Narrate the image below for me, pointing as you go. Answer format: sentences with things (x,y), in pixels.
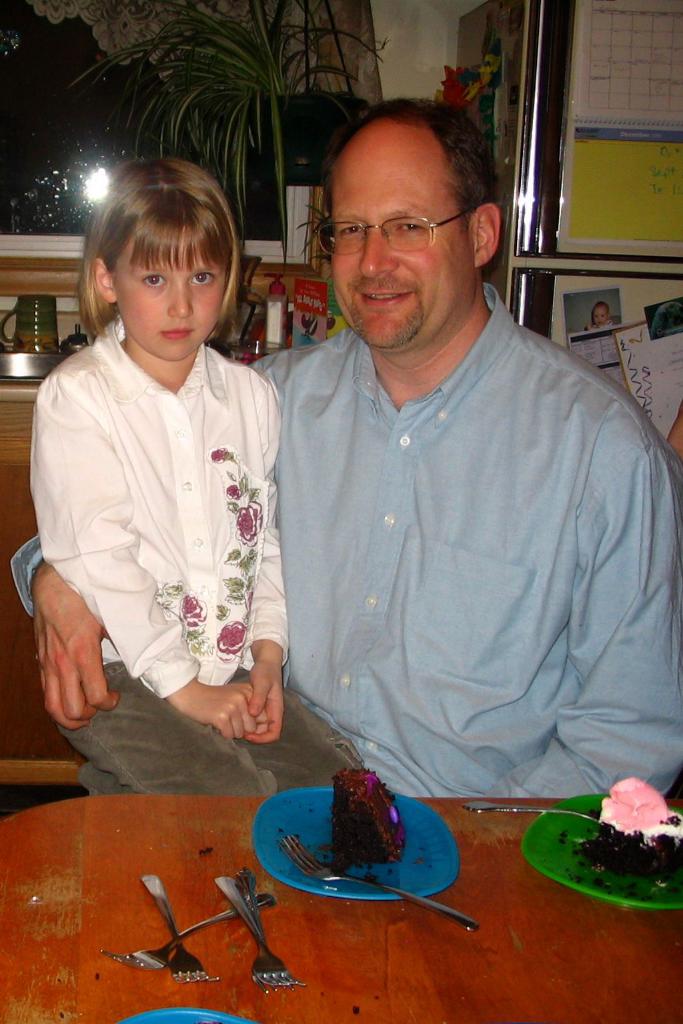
In this picture we can see a man (312,565) wore spectacle (323,235) and smiling and beside to him a girl (169,403) sitting on him and in front of them we have table (464,972) and on table (136,936) we can see forks (242,916), plate (431,858) with cake (361,799) in it and in the background (288,72) we can see wall (398,59), plant (200,147), stickers (637,177).
